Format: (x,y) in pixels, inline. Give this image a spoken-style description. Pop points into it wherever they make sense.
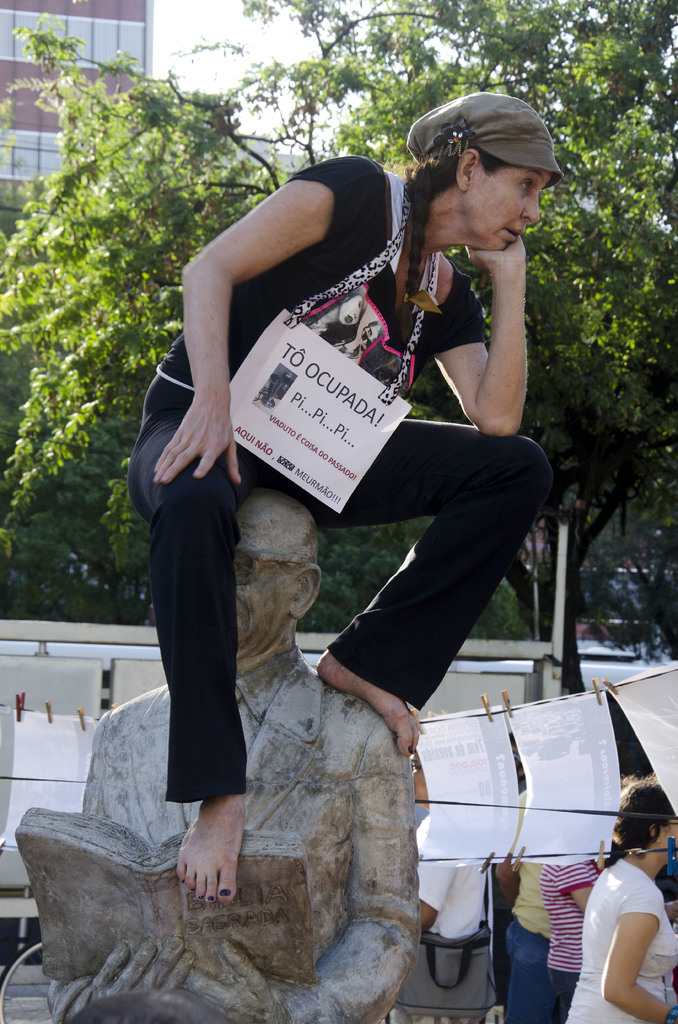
In this picture we can see a woman (197,339) sitting on a statue (79,883). Behind the statue (251,517) there is a group of people (417,812) standing and to the cables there are wooden clips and papers (32,740) are attached. Behind the women (349,332) there are trees (573,188), a building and the sky (217,28).
